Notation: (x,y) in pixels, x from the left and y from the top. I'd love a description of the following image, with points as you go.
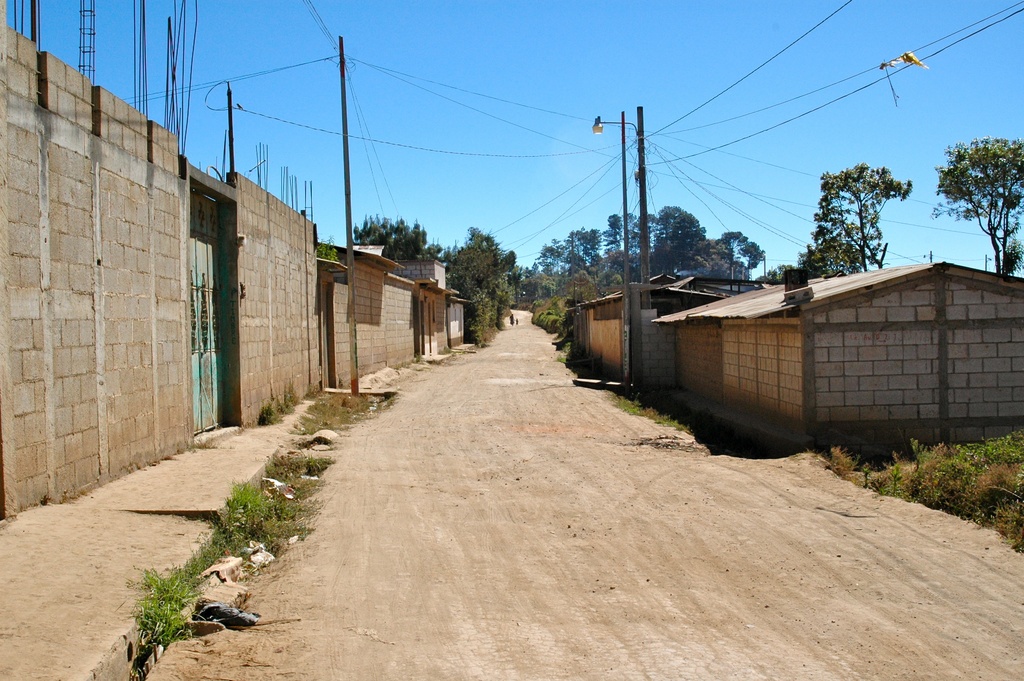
The picture is taken outside the city on the street (556,427). On the right (772,412) there are plants (921,456), houses (731,319), poles (630,332), cables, street light (595,129) and trees (994,201). On the left (143,428) there are houses (126,337), poles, cables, plant (305,473), path (155,513) and doors (201,334). In the center of the background (482,279) there are houses (451,310), trees (541,282) and a path (514,359). Sky (332,28) is clear and it is sunny.
